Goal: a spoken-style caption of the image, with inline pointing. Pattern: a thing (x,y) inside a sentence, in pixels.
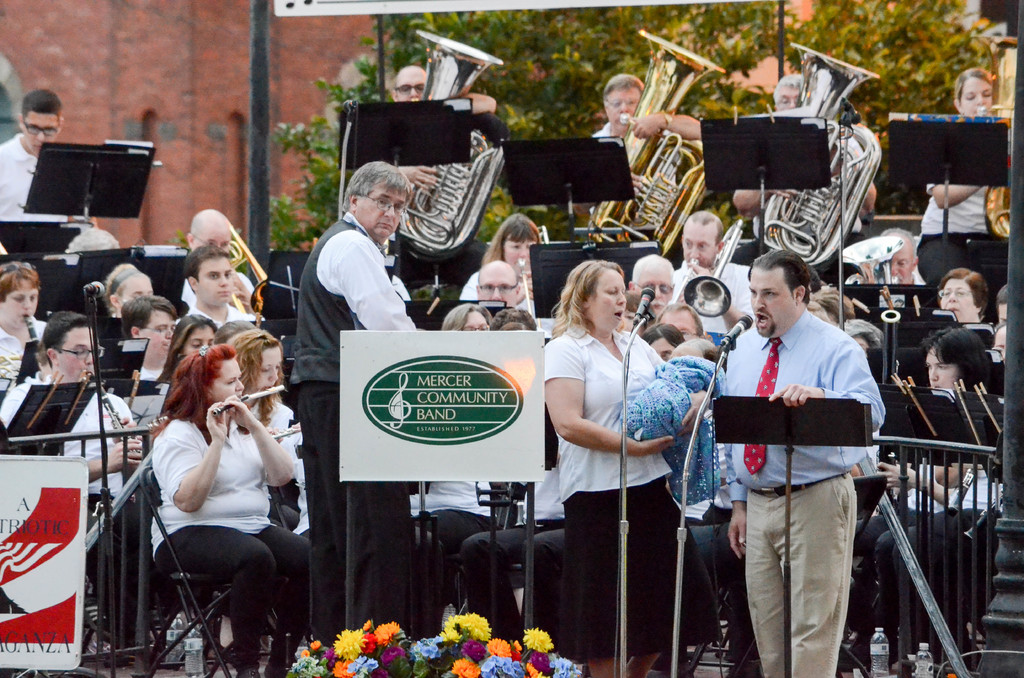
This is the picture of a place where we have some people (51,377) playing some musical instruments (787,221) and among them there is a lady (692,411) who is holding the kid (705,411) and around there are some trees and poles (681,571).
